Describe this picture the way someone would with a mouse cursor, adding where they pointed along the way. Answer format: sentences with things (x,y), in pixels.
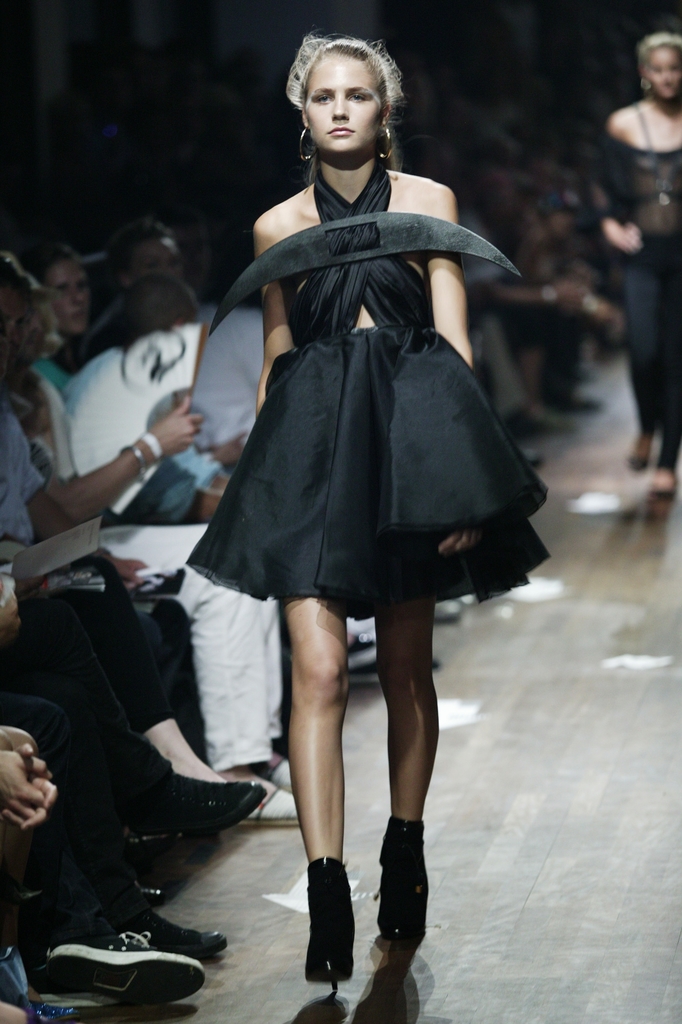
In the image there is a woman (265,549) walking on the ramp (355,832), it is a fashion show and beside the woman (314,705) many people (60,690) were sitting and watching the show, the background of the woman (342,386) is blur.
